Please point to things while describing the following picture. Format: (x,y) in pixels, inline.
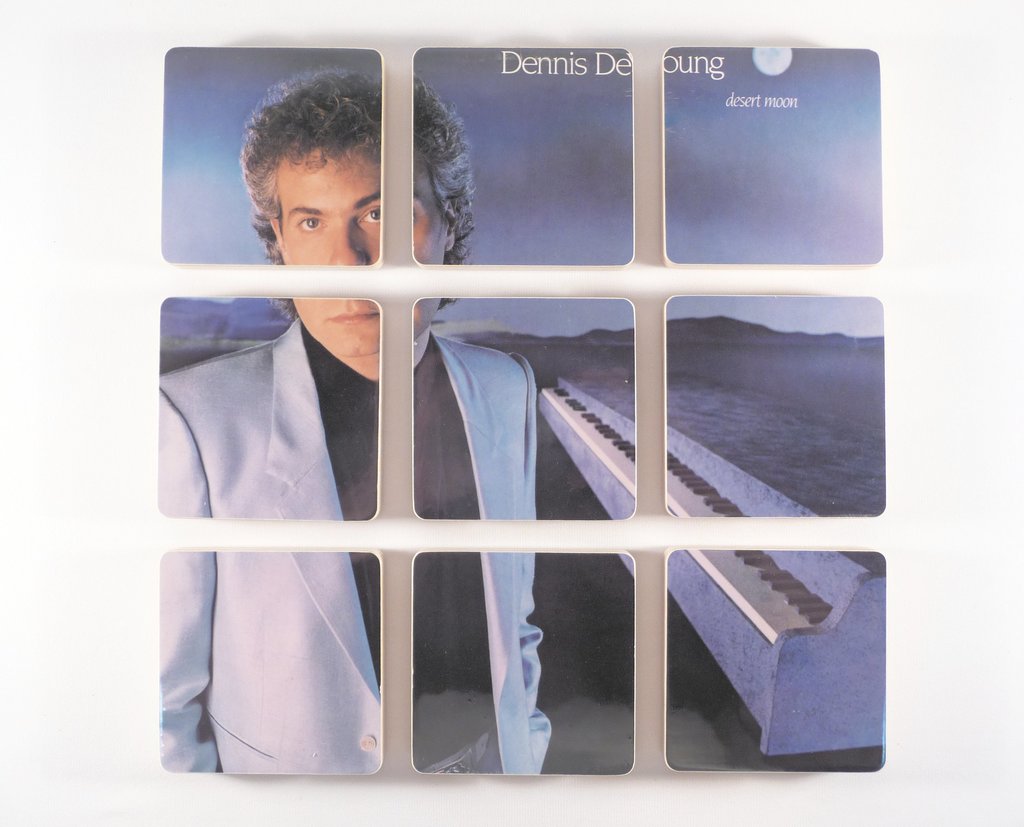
In this picture we can see a man (446,701) and a piano (810,733). There is a moon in the sky (793,52). We can see a white background (103,802).
